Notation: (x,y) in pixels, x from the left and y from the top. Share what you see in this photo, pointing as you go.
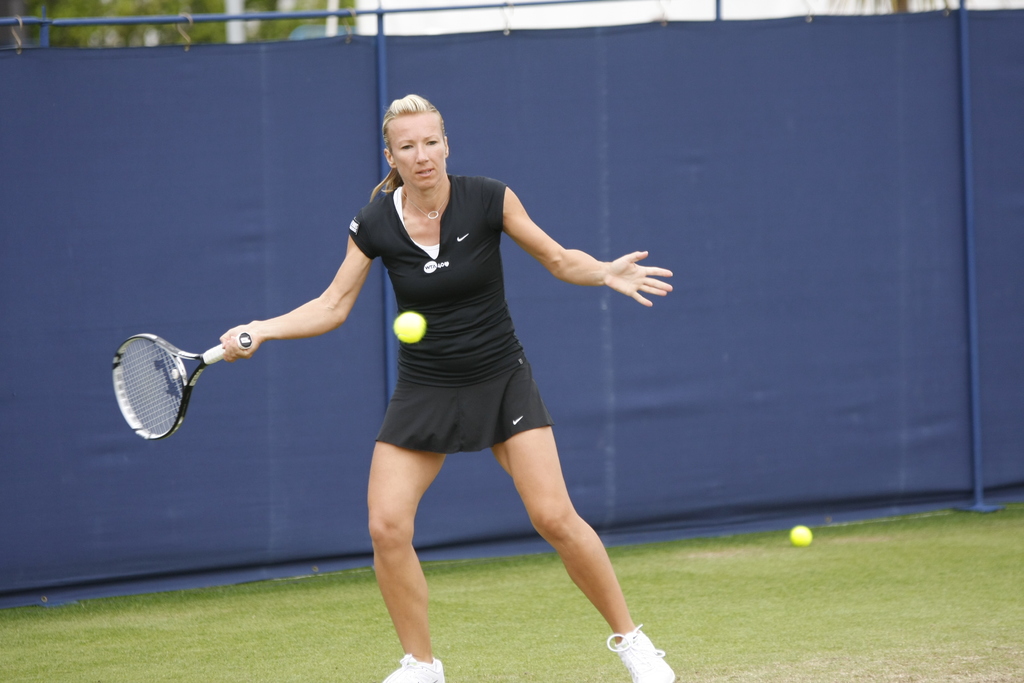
In this image I can see a woman (523,409) standing and holding a tennis racket (187,372) in her hand (231,350). In the background (576,208) there is a blue color cloth (449,102). It seems like a playing ground (353,602).
